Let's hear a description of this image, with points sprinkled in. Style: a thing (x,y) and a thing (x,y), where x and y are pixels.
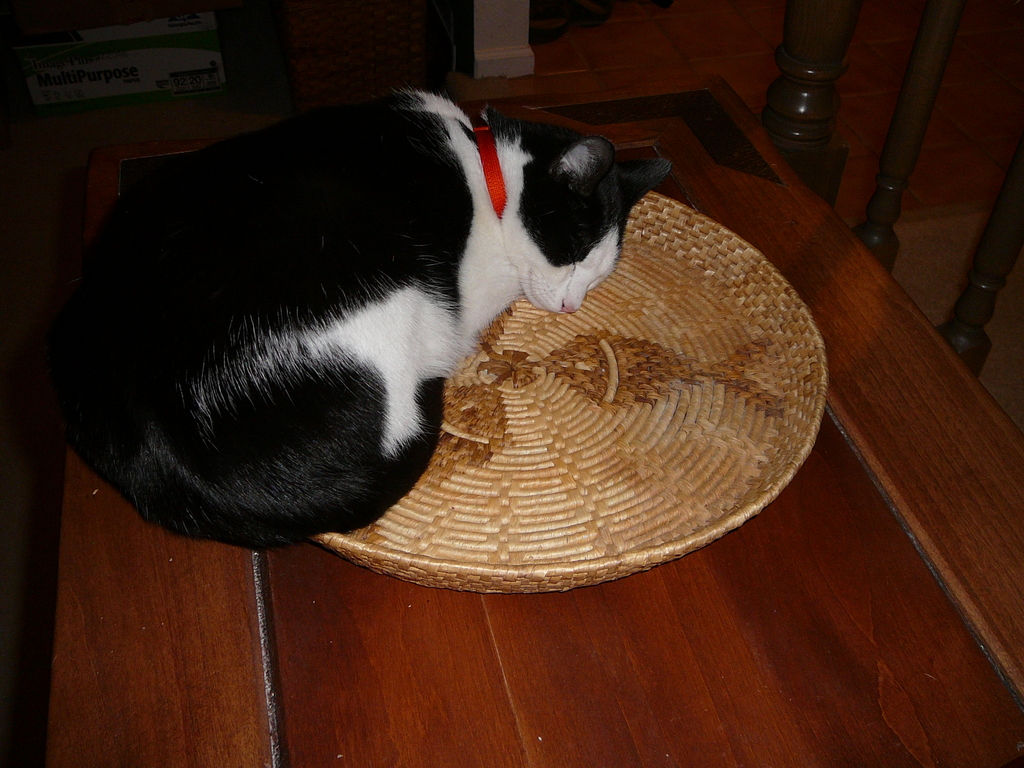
A cat (290,161) is sleeping on the basket (448,383), it is in black and white color.
